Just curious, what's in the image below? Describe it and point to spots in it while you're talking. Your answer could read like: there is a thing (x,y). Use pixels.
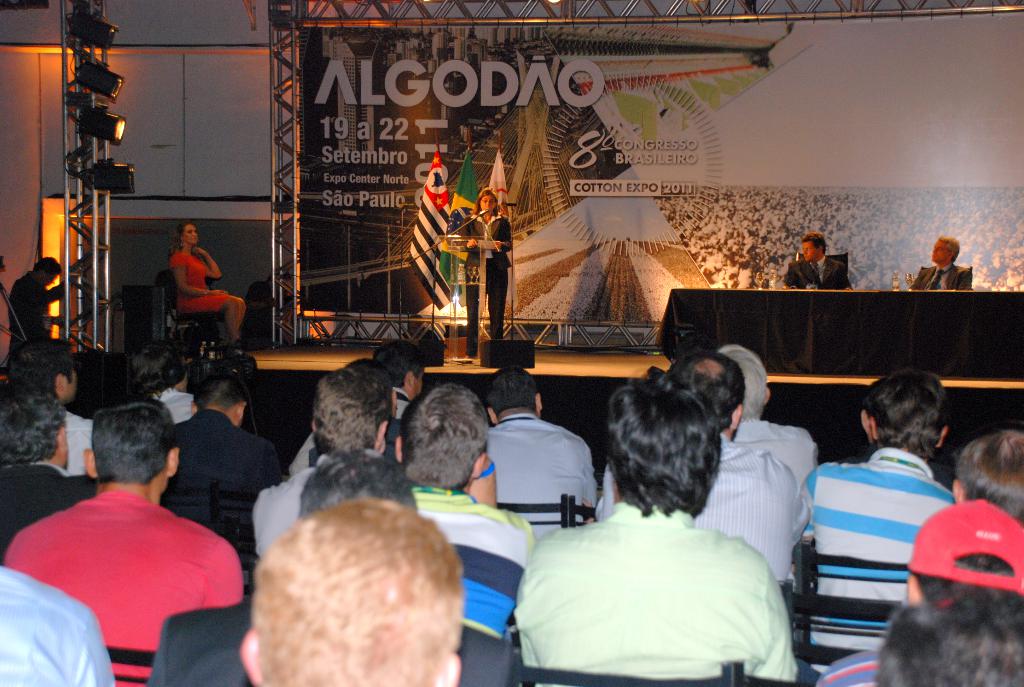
In this image at the bottom (422,531) there are group of people (422,531) sitting, and in the center (661,373) there is a stage (1002,391). On the stage (302,359) there is a table (833,298) and two people (936,276) are sitting, and one woman (494,229) is talking. And in front of her there is podium (476,249) and mike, and on the left side (117,278) there are some poles (89,320), lights (122,182) and one board (474,104) and wall (52,201) and some objects (150,307).
